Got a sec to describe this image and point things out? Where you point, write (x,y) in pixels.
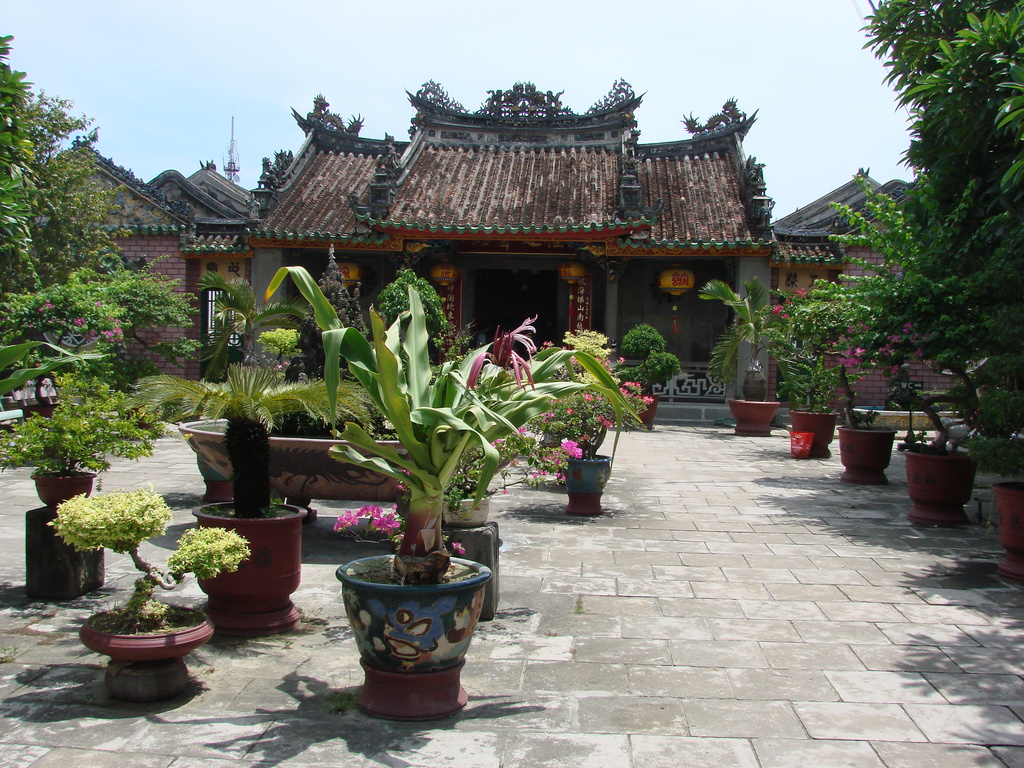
In this image we can see a house (767,363), in front (387,382) the house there are some house plants (352,456) and trees (975,22), also we can see some trees (963,308) and a pole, in the background (384,137) we can see the sky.
